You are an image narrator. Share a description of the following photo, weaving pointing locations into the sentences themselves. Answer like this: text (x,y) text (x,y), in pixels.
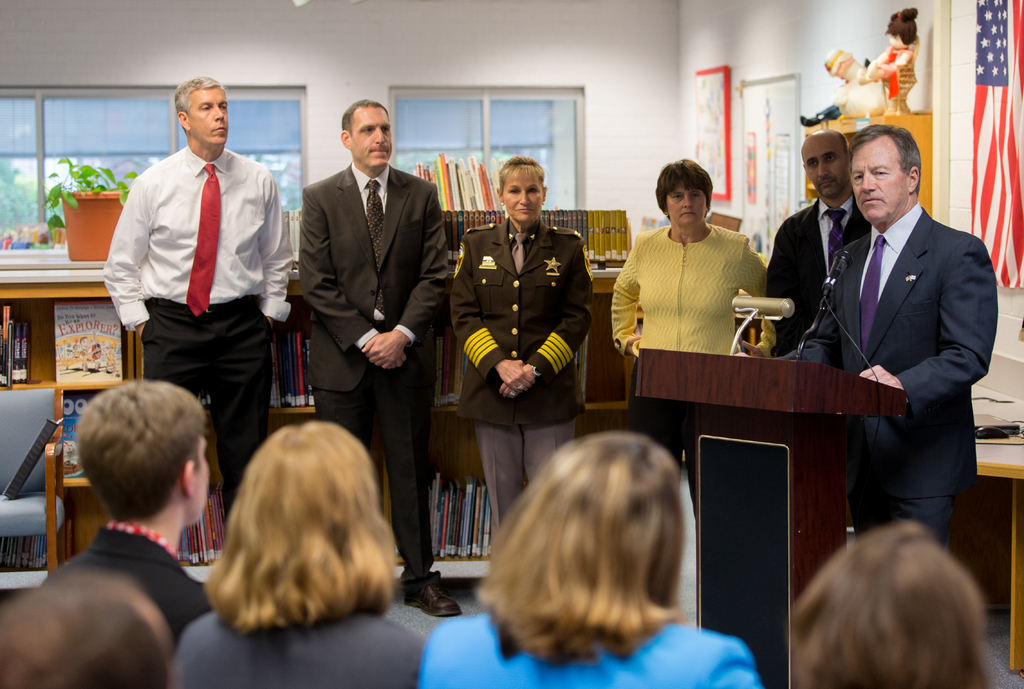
In this image we can see a few people (284,648), some of them are sitting on the chairs (8,412), there are books (77,311) on the racks (123,380), there is a houseplant (104,189), there are toys (849,64) on the cupboard (878,122), there are photo frames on the wall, there is a podium (766,418) and a light (755,312), there are windows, also we can see the wall (962,148) and some objects (1007,437) on the table (1011,452).
